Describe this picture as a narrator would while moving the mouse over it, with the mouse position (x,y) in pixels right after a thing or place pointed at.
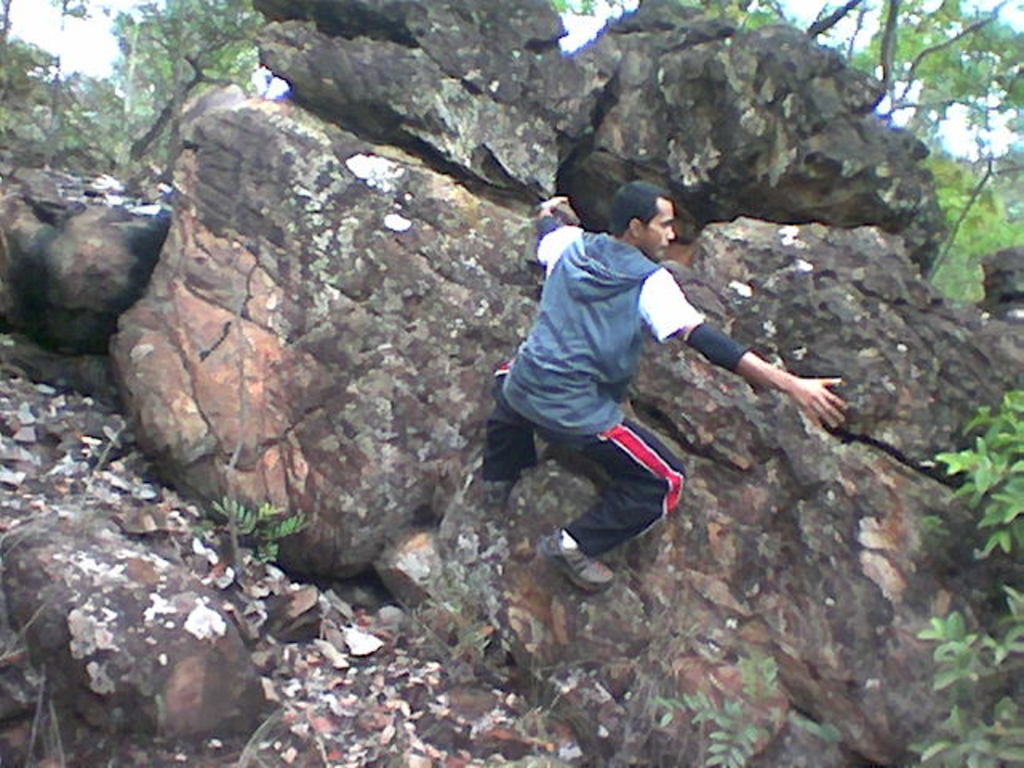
There is a person (543,436) climbing on a rocks (477,233). In the background (195,10) there are trees (939,187).
